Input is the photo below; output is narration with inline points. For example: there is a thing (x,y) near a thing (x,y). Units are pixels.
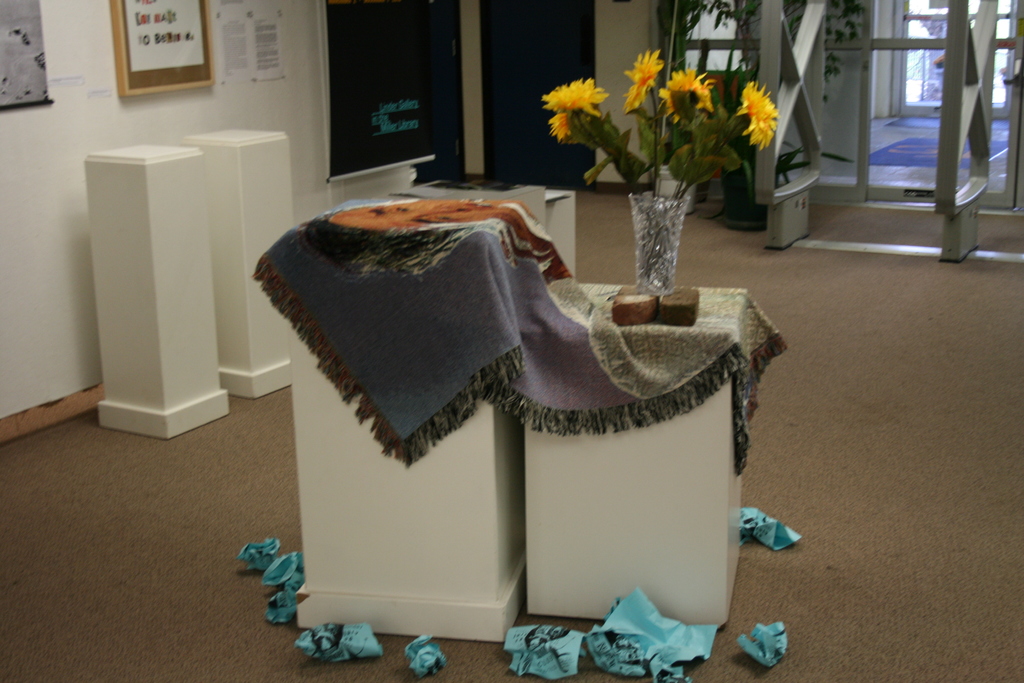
In this image I can see crushed papers (577,661) on the floor (773,673). There is a flower vase (702,158) and a cloth (693,334) on white stands (531,516). There are photo frames (16,78) on the wall (18,132), on the left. There are glass doors (905,153) at the back (920,105).
